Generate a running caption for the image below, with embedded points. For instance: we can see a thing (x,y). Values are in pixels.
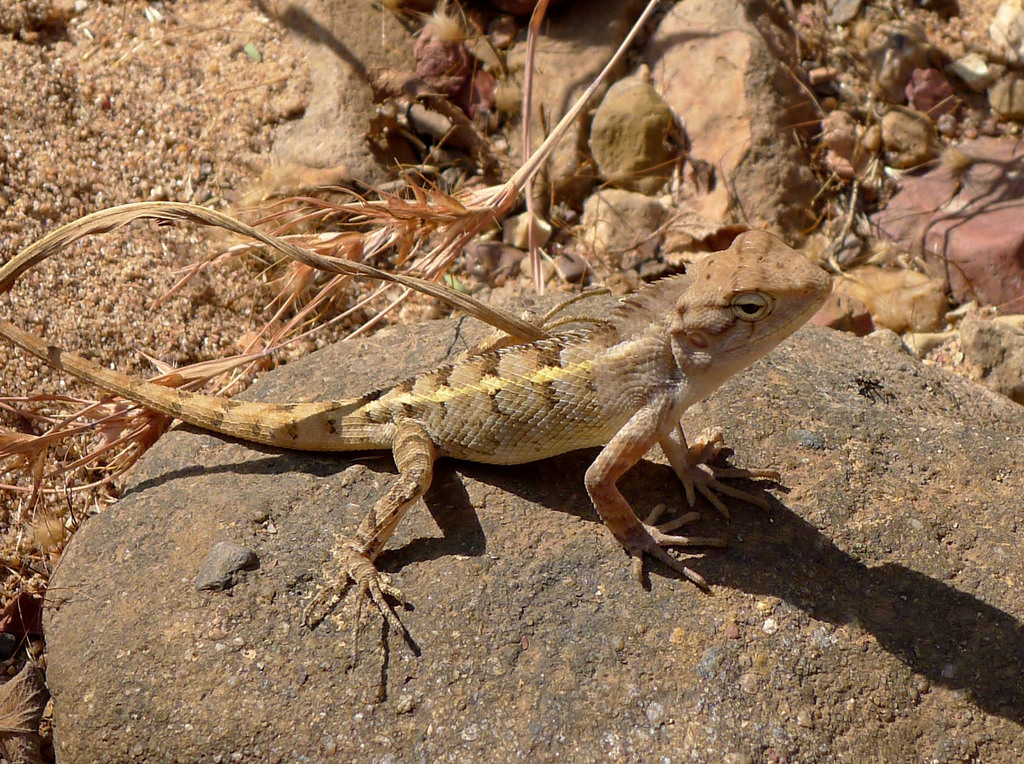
In this image I can see the reptile (694,484) and the reptile (698,481) is in cream and brown color. The reptile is on the stone (761,620), background (703,11) I can see few stone (900,215) and I can also see few dried leaves (485,196).
